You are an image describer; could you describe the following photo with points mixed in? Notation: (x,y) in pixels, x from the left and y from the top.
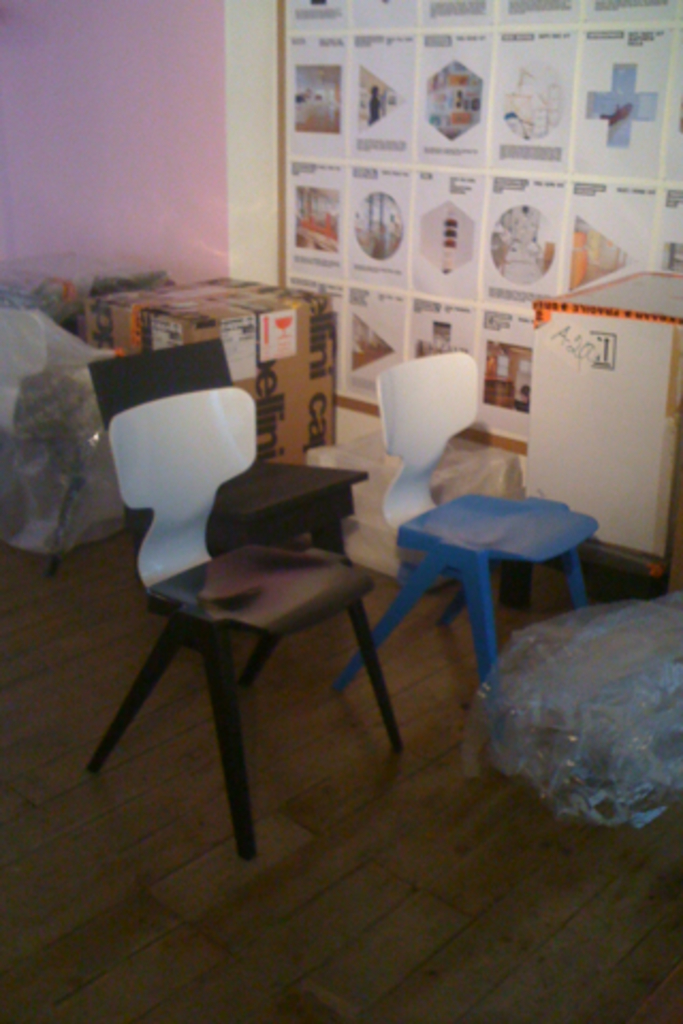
In this image there are three chairs (208,342) and there are a few card boards (677,314) and covers (33,382) on the floor (317,908). In the background (447,106) there is a poster (365,198) with some images (537,257) and text (490,316), is attached to the wall (209,190).
